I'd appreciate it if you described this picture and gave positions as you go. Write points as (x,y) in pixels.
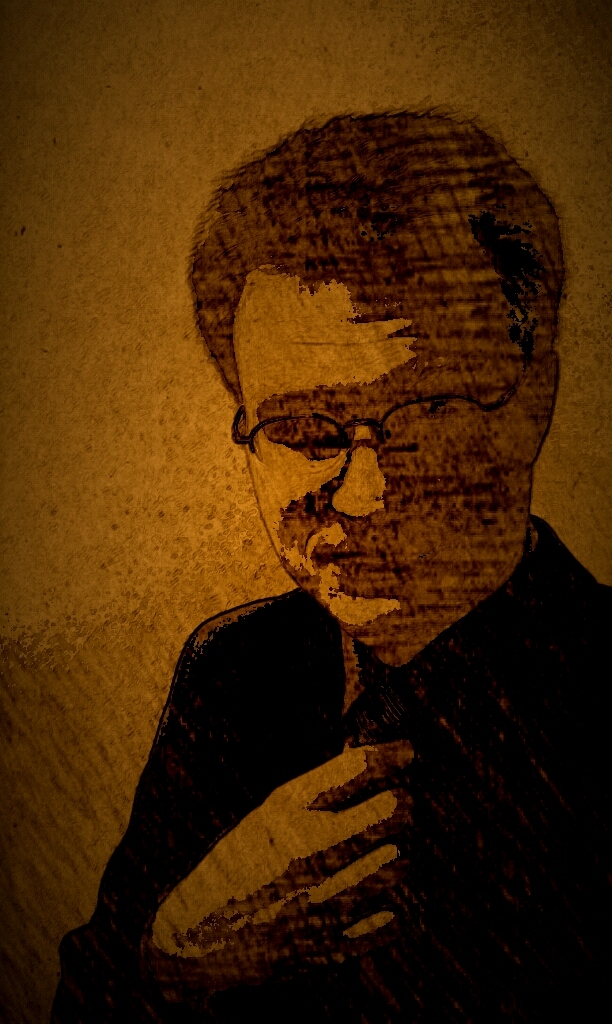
In this image I can see the sketch (294,574) of the person (519,773). Background (41,332) is in brown color.
